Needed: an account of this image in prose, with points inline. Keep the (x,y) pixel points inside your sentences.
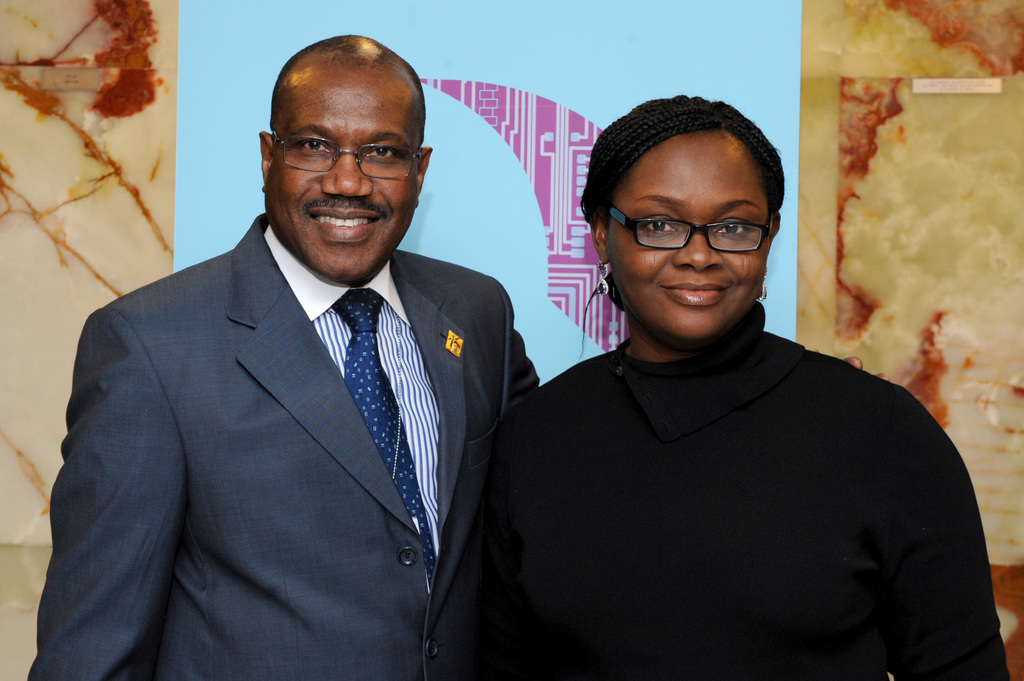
The woman (668,395) in the black dress (710,401) who is wearing spectacles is standing beside the man (416,471) who is wearing a blue blazer (220,476). He is also wearing spectacles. Both of them are smiling. Behind them, we see a banner (516,72) in blue and pink color. Behind that, we see a wall (160,212).
